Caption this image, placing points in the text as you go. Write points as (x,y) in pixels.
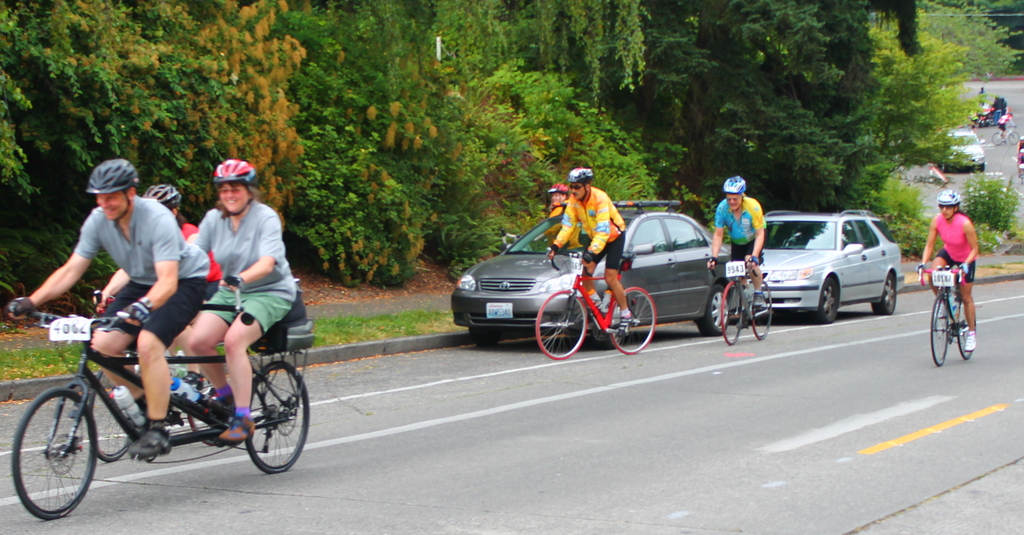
In this picture there are three people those who are riding the bicycle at the left side of the image (146,321) and there are other people (623,324) they are also riding at the right side of the image (1011,130), there are cars (974,139) on the road (990,130) as it seems to be a road view and there are some trees (155,65) around the area of the image.
